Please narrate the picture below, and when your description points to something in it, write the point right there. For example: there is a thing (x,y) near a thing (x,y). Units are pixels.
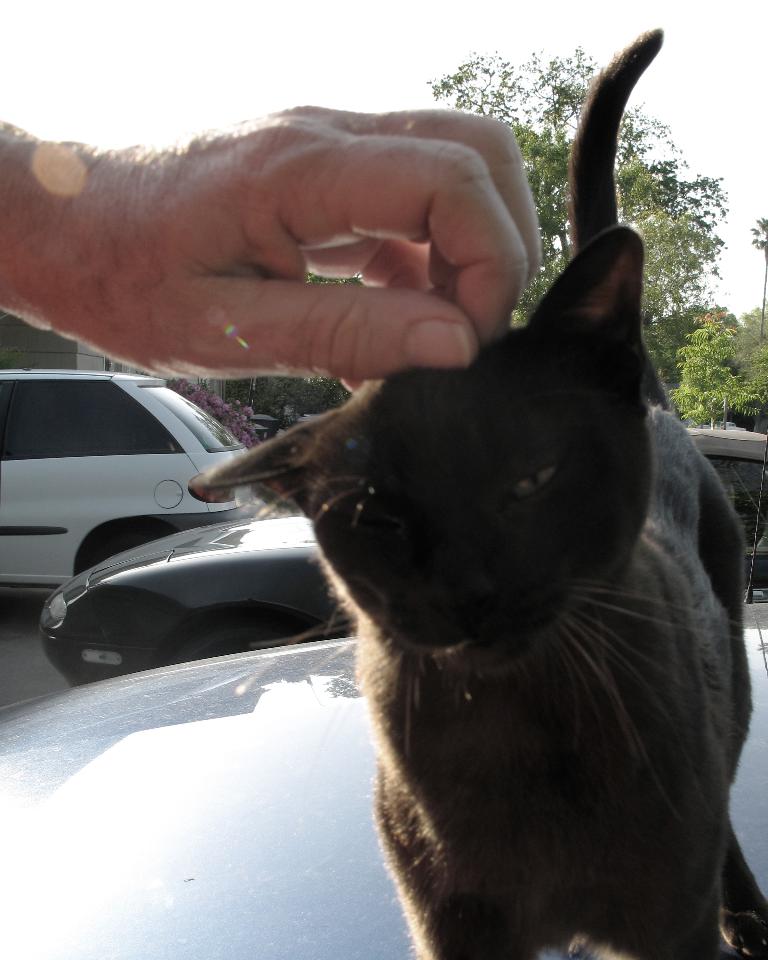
In this image, on the left side (254,171), we can see a hand (312,179) of a person (323,183) holding a cat (591,581). In the background (754,569), we can see some cars (2,489), trees (767,321). At the top (716,26), we can see a sky (521,30), at the bottom (262,734), we can see a car (190,811) and a road (14,619).
